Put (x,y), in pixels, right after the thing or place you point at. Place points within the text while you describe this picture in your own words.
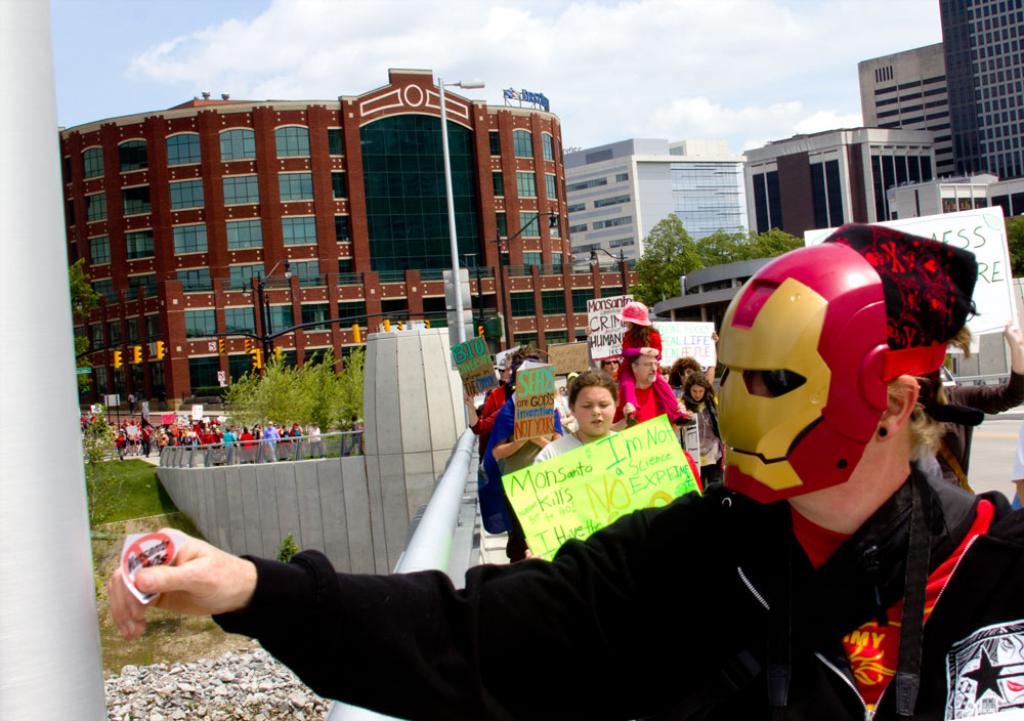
In this picture we can observe some people (520,545) standing, holding charts (617,458) in their hands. On the right side (781,477) we can observe a person (607,580) wearing a mask (749,365) on his face (831,440). In the background (392,193) there are buildings (508,196) trees (667,251) and a sky (496,68) with some clouds (720,73).
